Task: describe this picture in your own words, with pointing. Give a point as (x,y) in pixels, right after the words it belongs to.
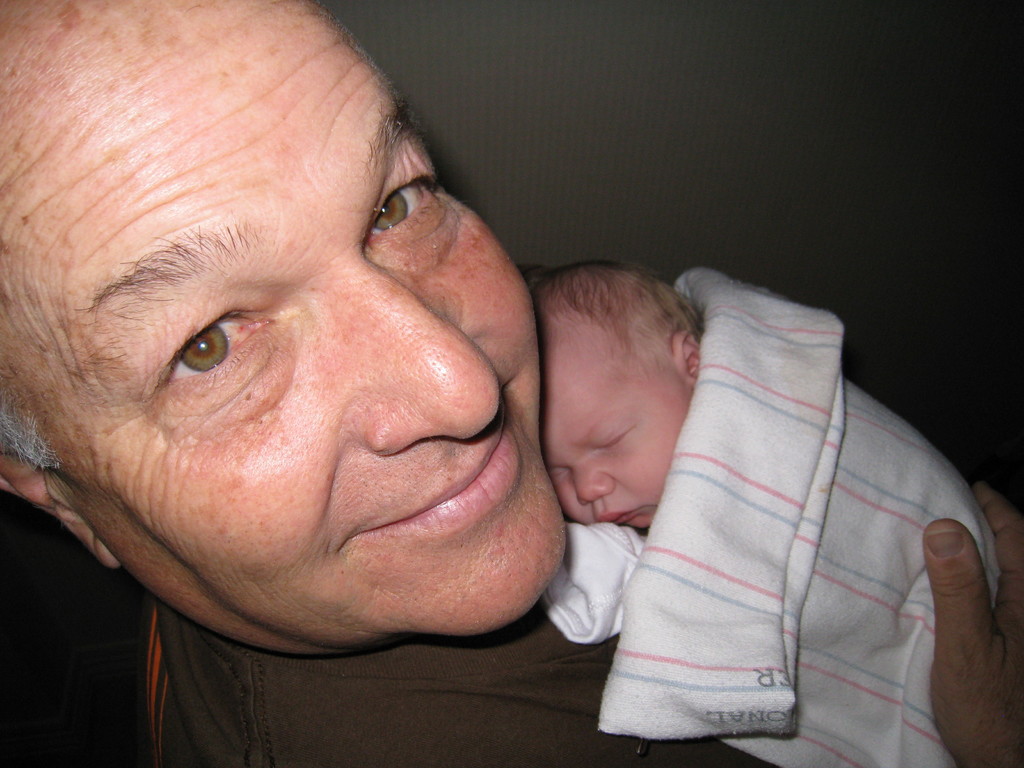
In this image there is a person (328,569) holding a small baby (634,557).
